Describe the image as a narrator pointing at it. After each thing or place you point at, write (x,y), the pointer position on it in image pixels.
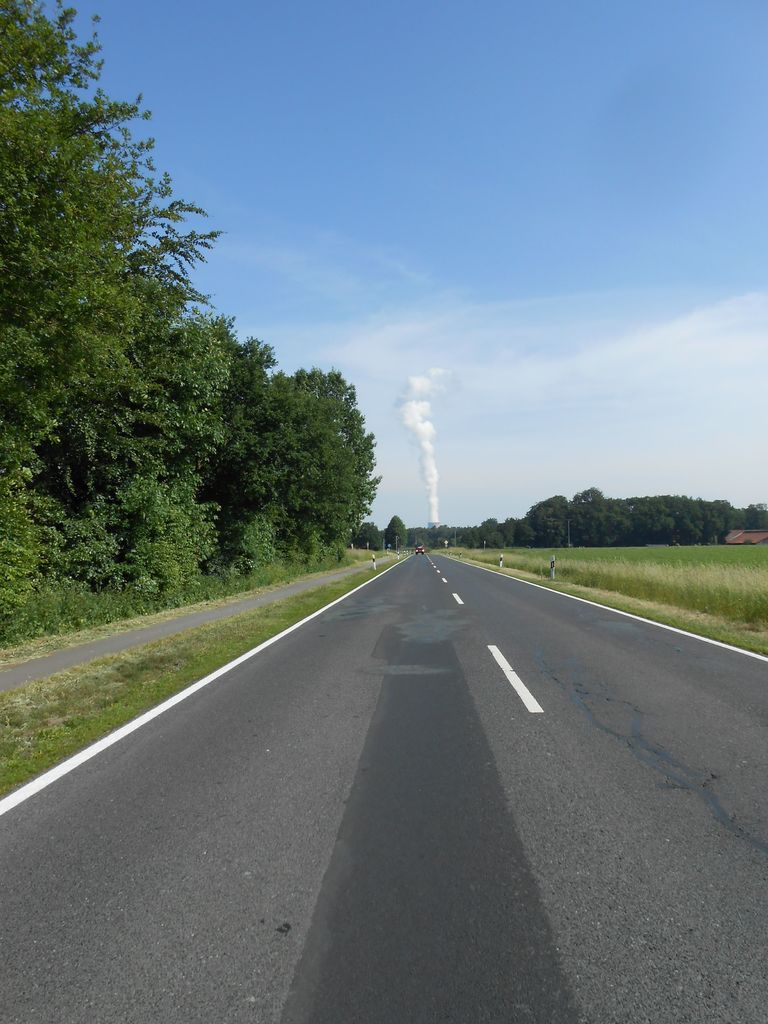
In this image I can see a road (509,712), at the top (441,179) I can see the sky (587,222), in the middle (387,538) I can see trees (638,542) and grass (669,571).
